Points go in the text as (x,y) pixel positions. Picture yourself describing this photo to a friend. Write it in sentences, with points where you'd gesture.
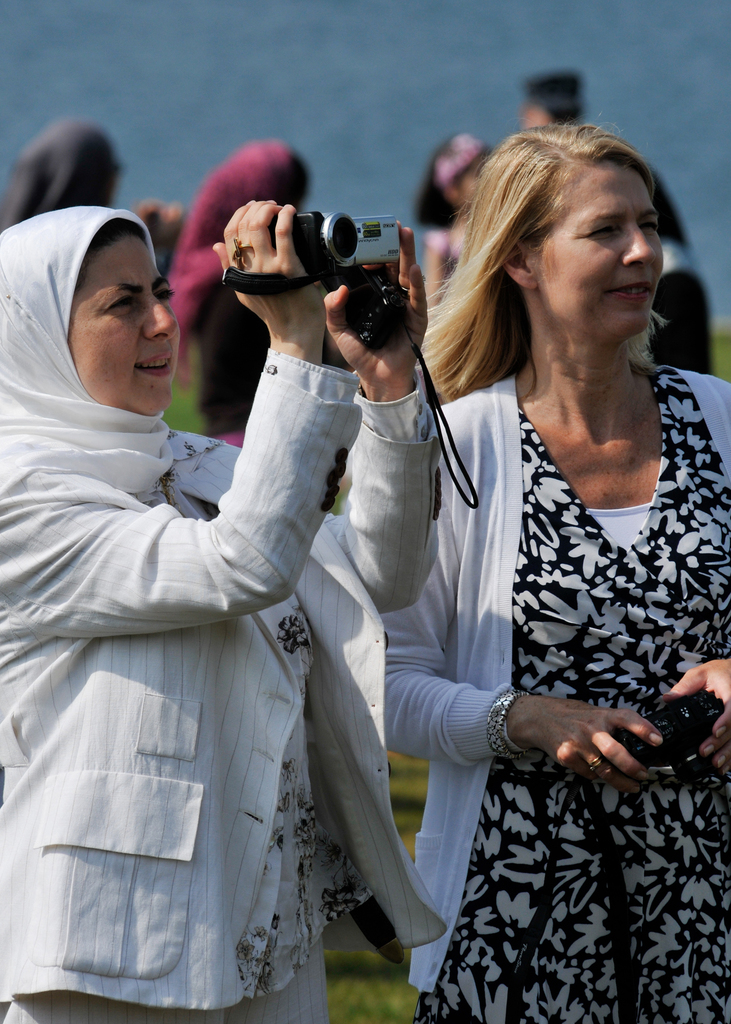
On the left (228,539) a woman (333,416) is recording video. On the right (534,694) a woman (514,788) is holding camera (669,736) in her hands (729,694). In the background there are few people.
